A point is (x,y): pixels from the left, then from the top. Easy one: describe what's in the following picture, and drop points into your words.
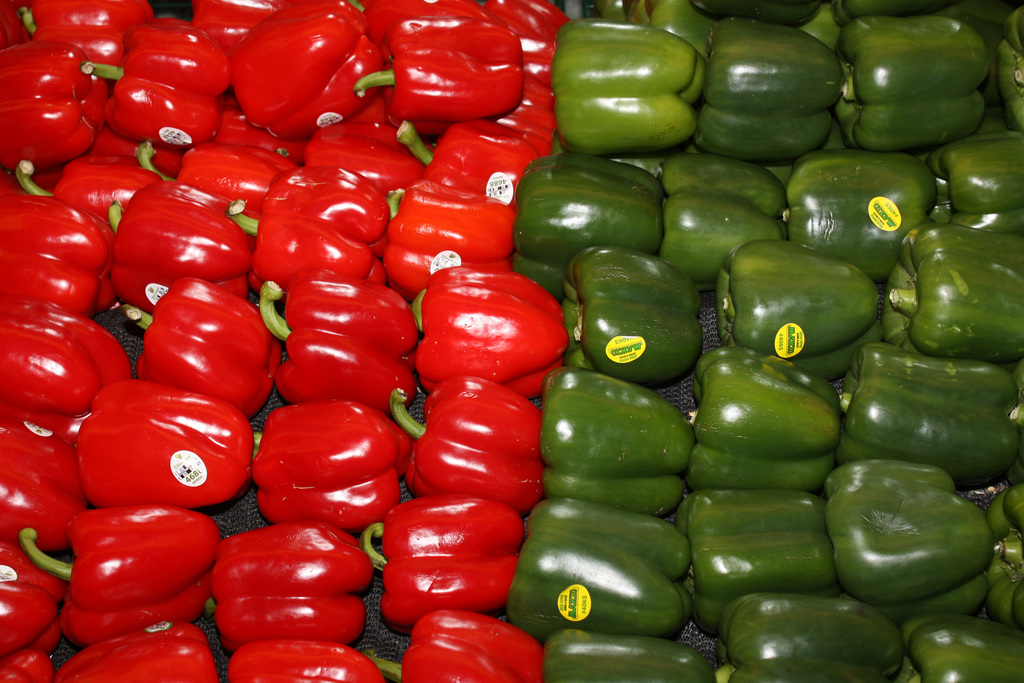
In this image we can see red and green color capsicums (608,288) with tags (191,467).
